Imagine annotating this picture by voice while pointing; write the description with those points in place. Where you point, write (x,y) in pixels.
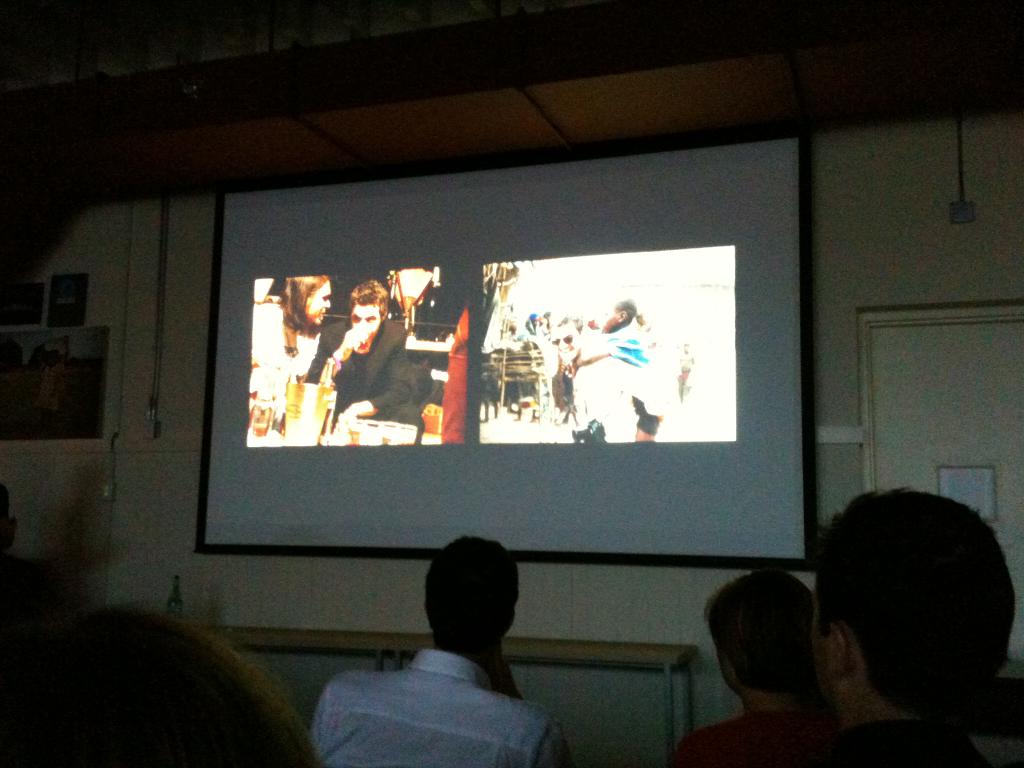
In this picture we can see group of people (896,666) watching at the screen (277,305) and in the screen (706,280) on right side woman (640,381) performing some activity and on left side (323,291) man (353,345) is drinking and woman (293,312) is talking to him and right side of the screen (774,270) we have door (912,401) and left side (78,278) we have frames (61,298) and the pipe (164,297). Below the screen (314,422) there is bench (352,643) and on the bench (275,635) there is bottle (176,589).
